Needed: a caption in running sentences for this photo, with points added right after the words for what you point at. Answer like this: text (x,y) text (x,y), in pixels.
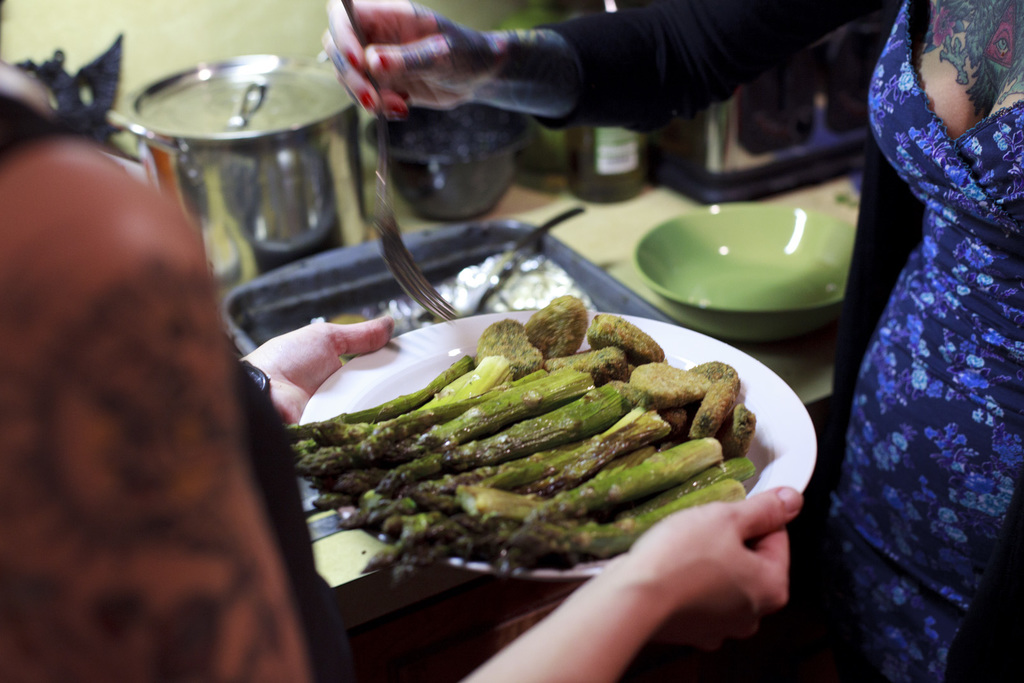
In this image we can see some person (289,380) holding the plate (694,346) of food items (650,499). We can also see a woman (912,134) on the right (937,334). In the background (734,289) we can see a bowl (680,257), a tray (464,269) and some vessels (249,93) on the counter top (557,212).
